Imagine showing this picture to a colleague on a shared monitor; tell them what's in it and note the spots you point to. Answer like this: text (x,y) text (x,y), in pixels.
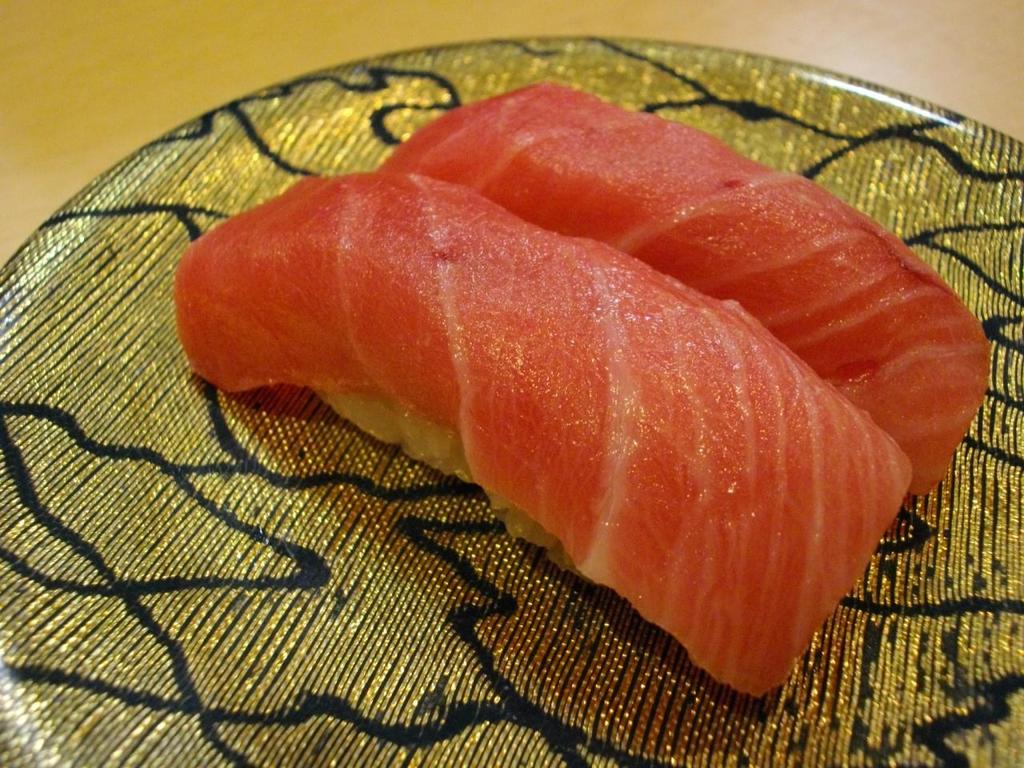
This image consists of flesh (592,436) kept in a plate (547,635). At the top (122,120), there is a table (83,41).
